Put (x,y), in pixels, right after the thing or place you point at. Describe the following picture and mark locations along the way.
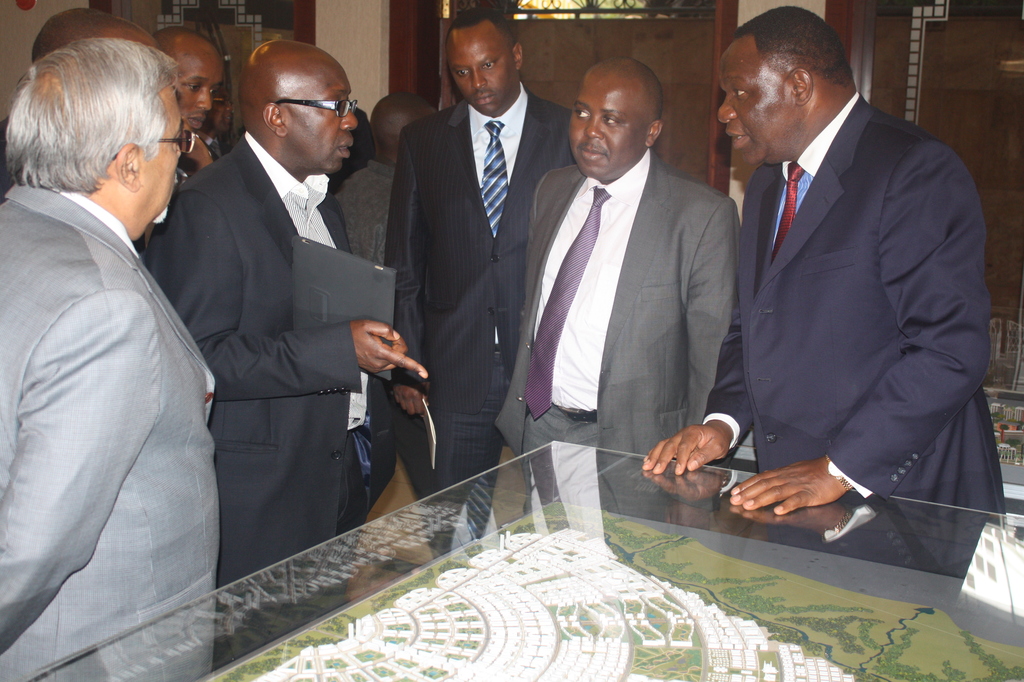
In this image I can see some people (67,629) standing around the table (464,513), behind that there are some doors (919,63) in the middle of wall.
